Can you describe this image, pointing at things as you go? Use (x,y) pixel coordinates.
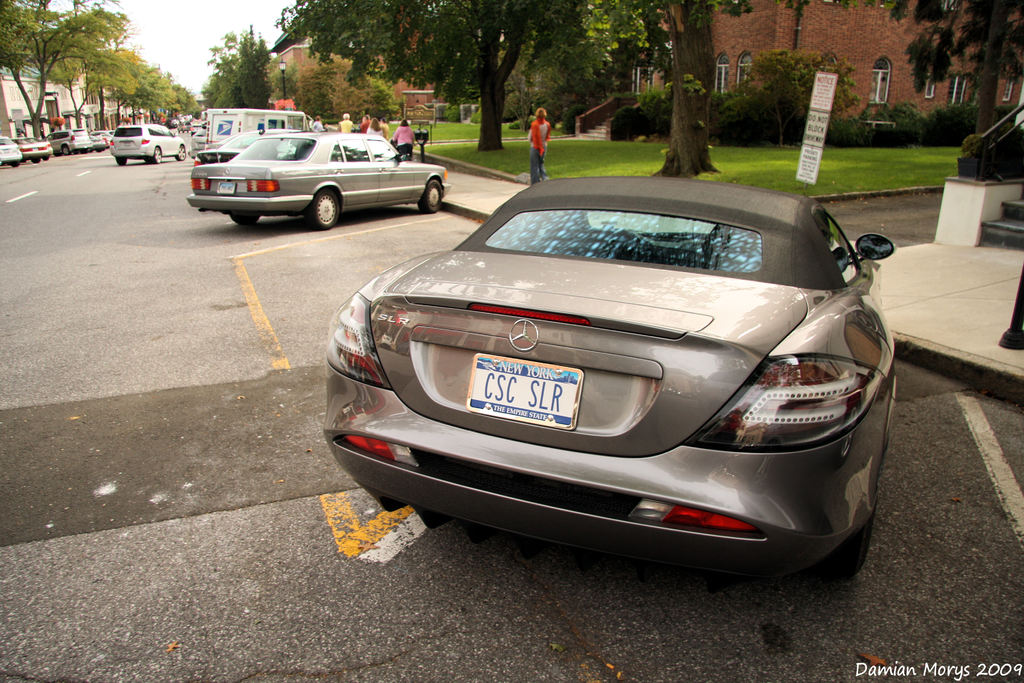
In this image, on the foreground (356,295) there is a Mercedes car (886,395) and in the background (195,44) there is a sky (208,11).
